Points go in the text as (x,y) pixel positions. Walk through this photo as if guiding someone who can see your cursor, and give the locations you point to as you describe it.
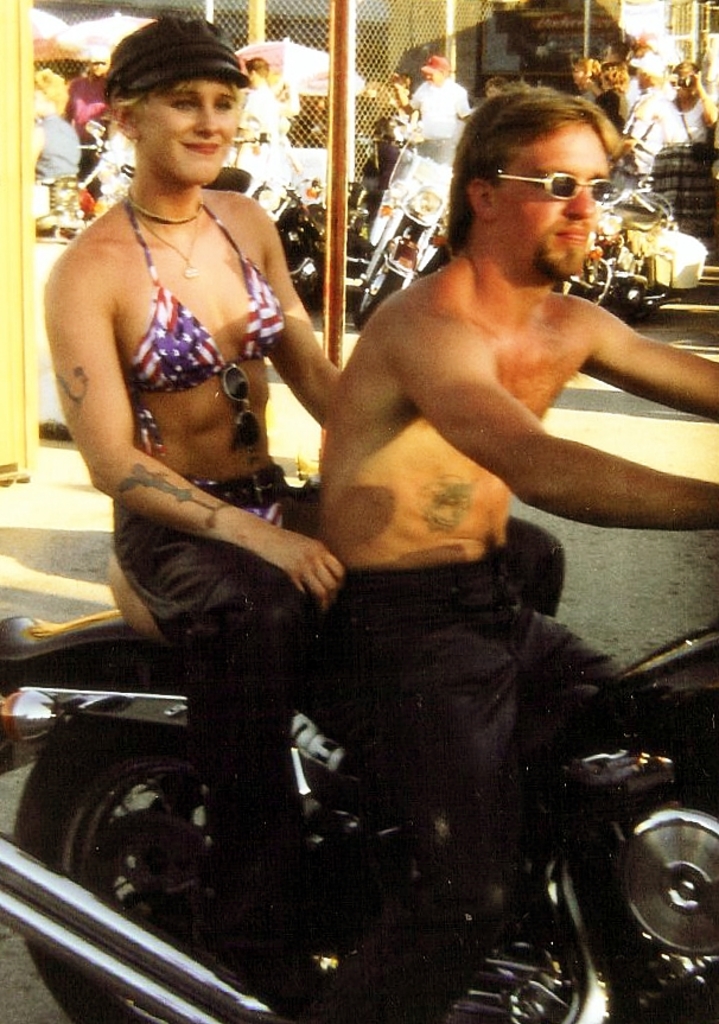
This woman (164,165) and this man (578,172) is sitting on a bike (689,792). This man (451,367) wore goggles (567,176). This woman (213,203) wore hat (191,65). Far there are persons (44,140) and vehicles (401,212).
